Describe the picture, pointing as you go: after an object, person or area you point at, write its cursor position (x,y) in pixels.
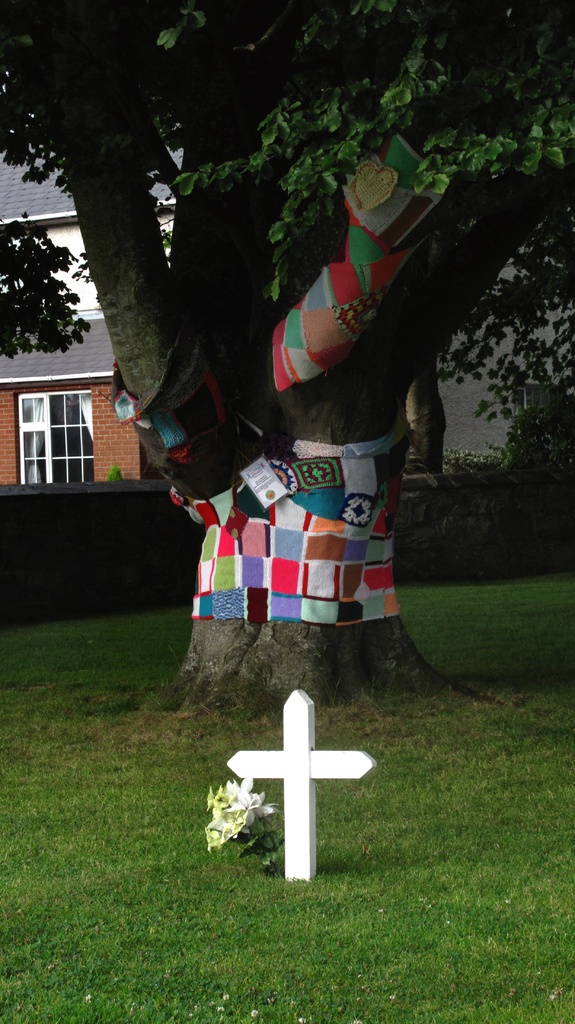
In this I can see a tree (370,123), on the tree (226,270) I can see a colorful knitting (358,557) in front of the tree (368,113) I can see a cross (261,767) and plants (252,836) visible on grass (217,880) and back side of the tree (14,225) I can see a house (35,201) and wall (54,508).
